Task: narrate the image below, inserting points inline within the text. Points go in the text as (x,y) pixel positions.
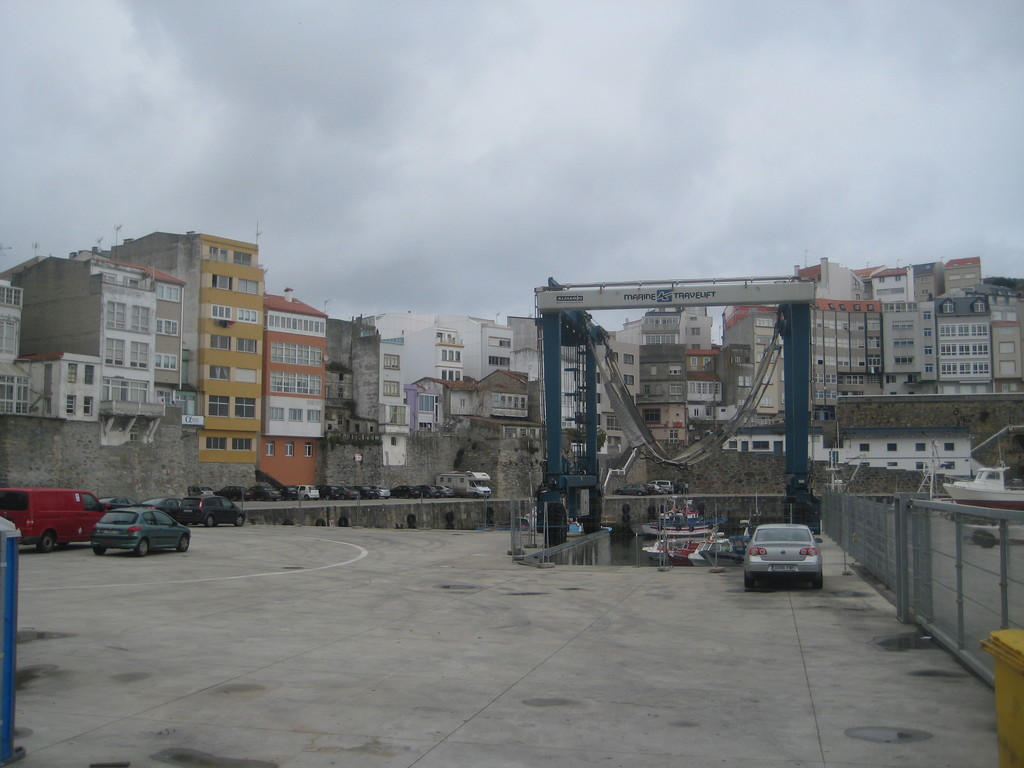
In this picture we can see many buildings (402,321). On the right (782,574) there is a car (767,543) near to the fencing (845,549). On the left (164,535) there is a van (52,496) and car (103,524) near to the wall (118,491). Here we can see machine (706,298). On the top (436,25) we can see sky (469,94) and clouds (570,121). On the bottom right corner (1011,636) there is a dustbin (1002,646) which is in yellow color.
